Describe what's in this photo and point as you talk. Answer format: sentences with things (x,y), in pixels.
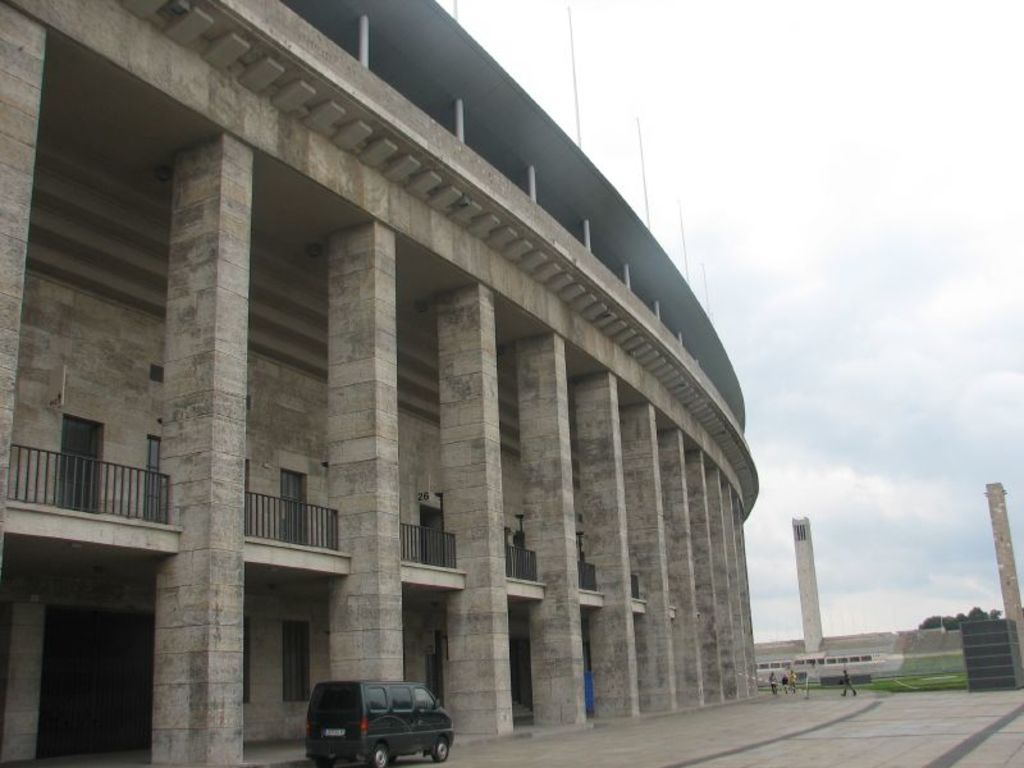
On the left side of the image (91,446) we can see building (458,395), pillars (214,446) and vehicle (397,720). On the right side of the image (1021,625) we can see pillars (1008,580), persons (772,686) and grass (936,667). In the background (844,137) we can see clouds (793,163) and sky (828,449).
